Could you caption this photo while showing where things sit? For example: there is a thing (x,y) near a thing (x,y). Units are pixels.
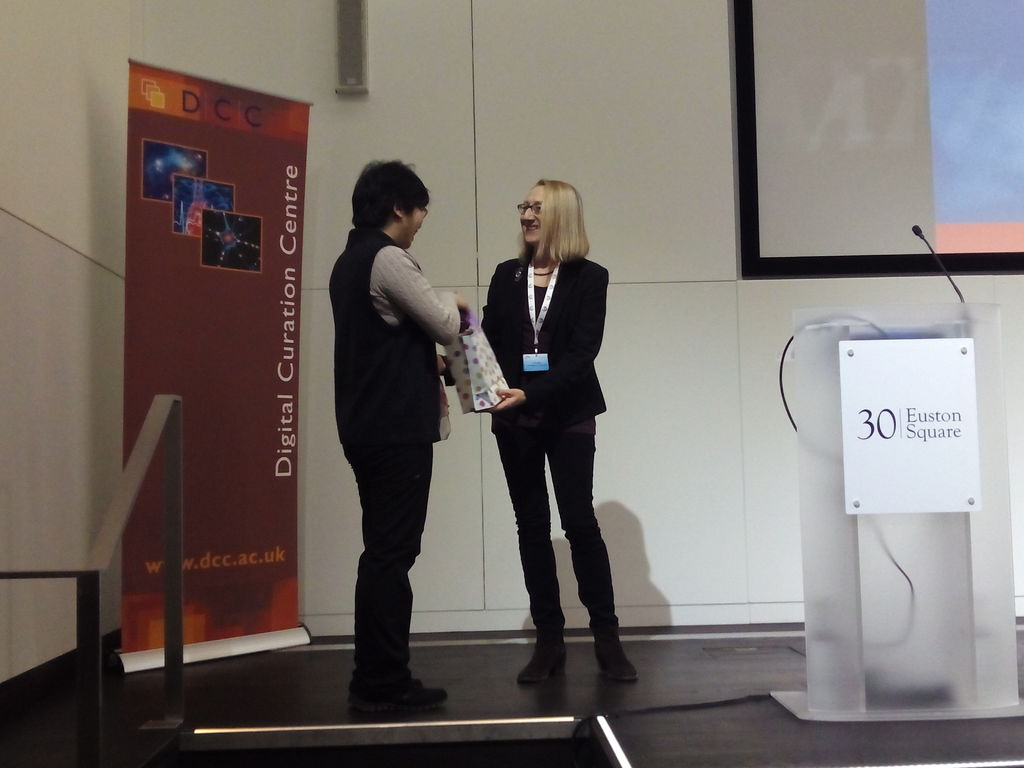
In this image I can see two people (536,521) with the dresses (522,488) and these people (533,534) are holding the bag (483,392). To the right (884,533) I can see the podium (881,546) with mic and board (864,440). To the left (202,337) I can see the banner (178,246). In the background (766,289) I can see the screen (835,228) and the wall (643,154).
